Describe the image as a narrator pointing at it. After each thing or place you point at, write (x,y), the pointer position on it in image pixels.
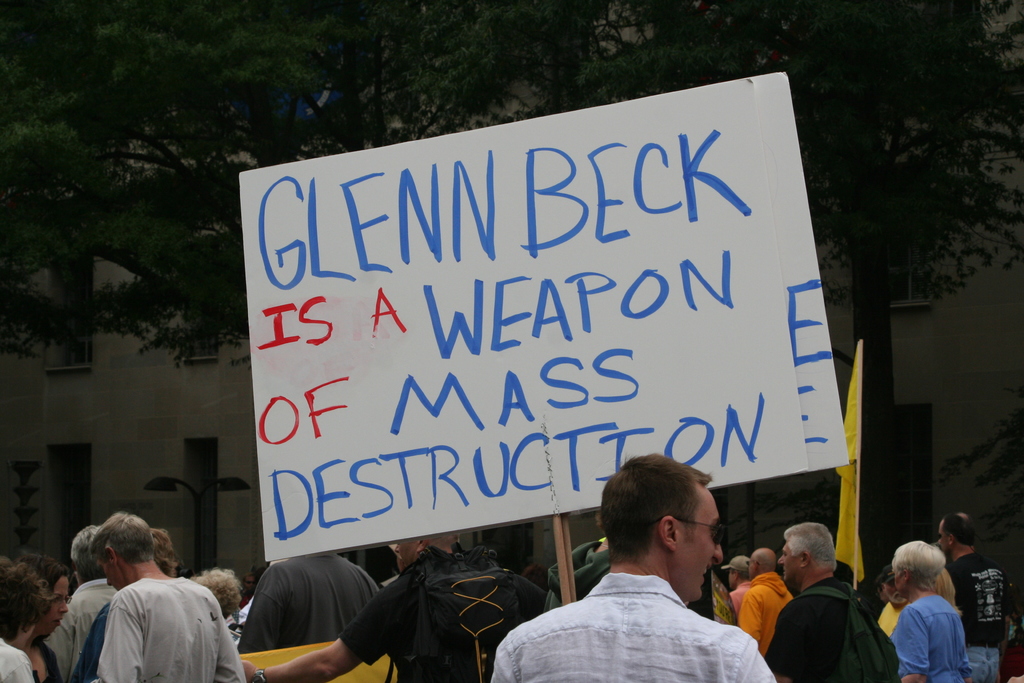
In this image I can see group of people (741,632) walking and holding few flags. In front (640,583) the person (617,578) is holding the board (543,404). In the background (159,370) I can see the building (147,366) and few trees (199,106) in green color.
